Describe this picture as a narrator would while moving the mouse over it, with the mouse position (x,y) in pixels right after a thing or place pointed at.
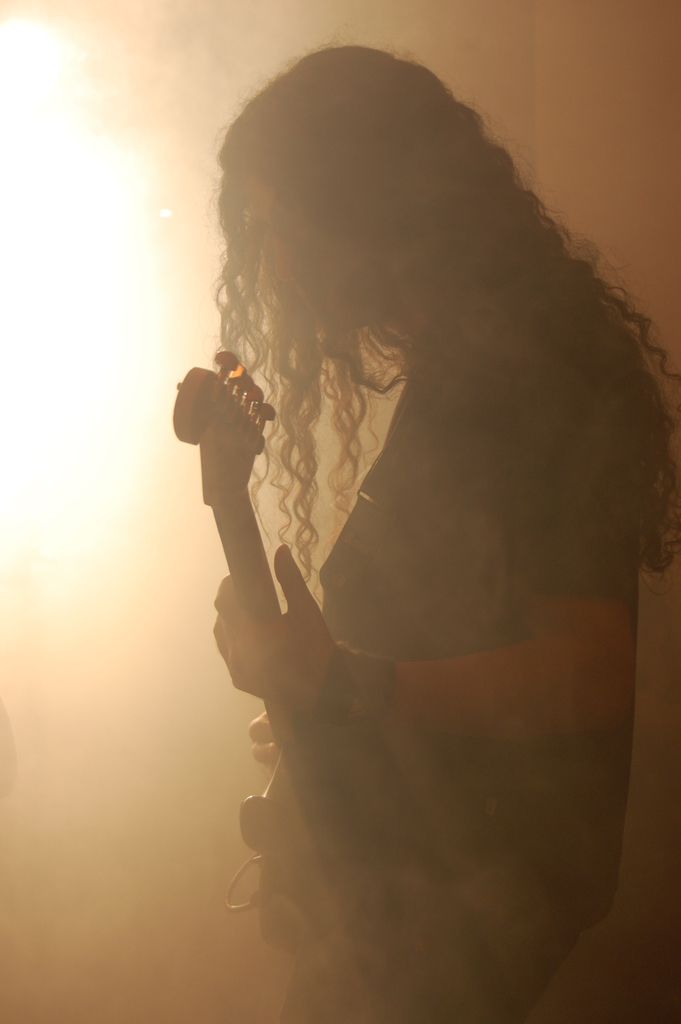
In the picture we can see a man (303,685) standing in a long hair (446,245) and holding a guitar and in front of him we can see a light shine (107,406).
